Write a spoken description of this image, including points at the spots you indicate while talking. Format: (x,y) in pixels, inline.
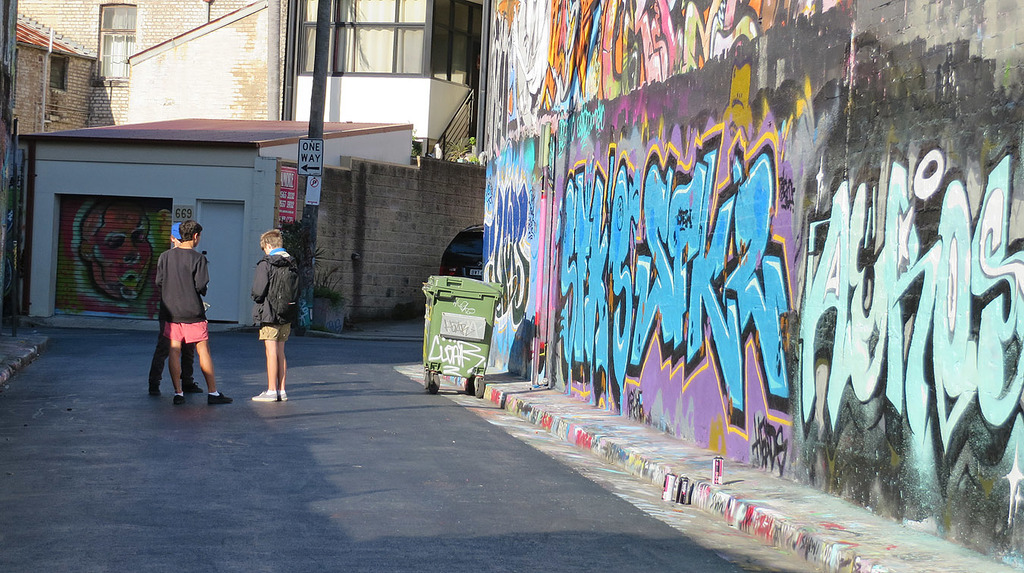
In this picture, we can see a few people (185,321) on the road (268,432), and we can see buildings (169,92), posters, boards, poles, house (197,149), container (483,307) on the road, and the wall (671,125) with some art (655,171) on it.
